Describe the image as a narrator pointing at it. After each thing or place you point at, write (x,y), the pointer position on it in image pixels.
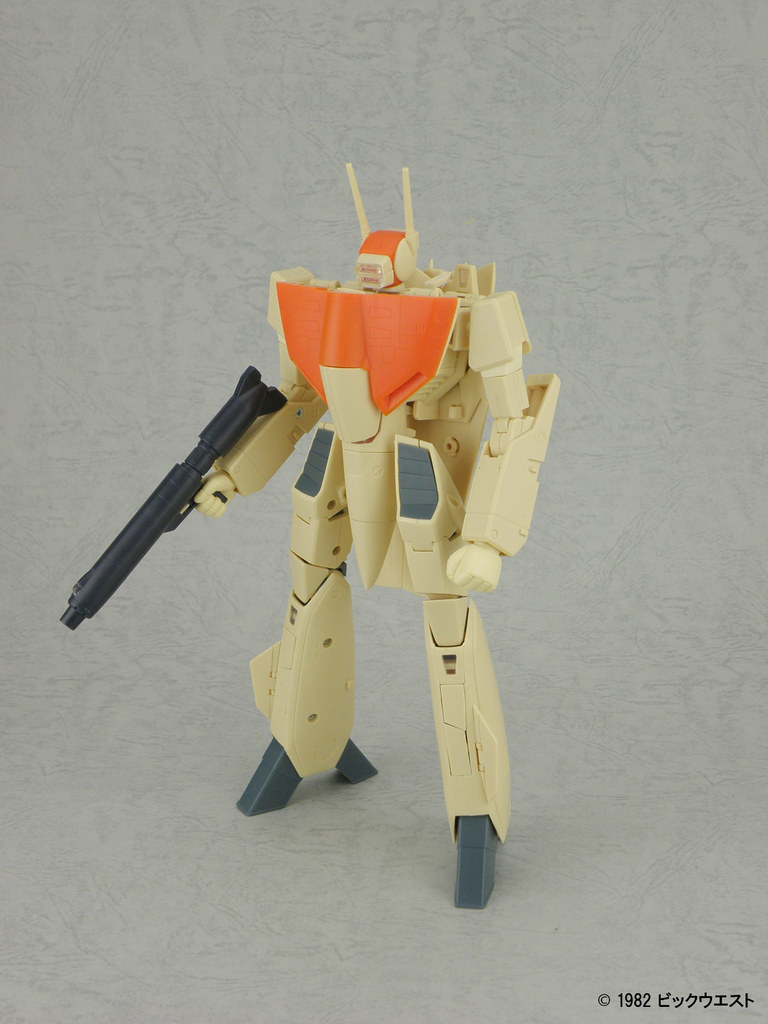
In this picture I can see a robot toy (340,622) in orange, black and other color.
